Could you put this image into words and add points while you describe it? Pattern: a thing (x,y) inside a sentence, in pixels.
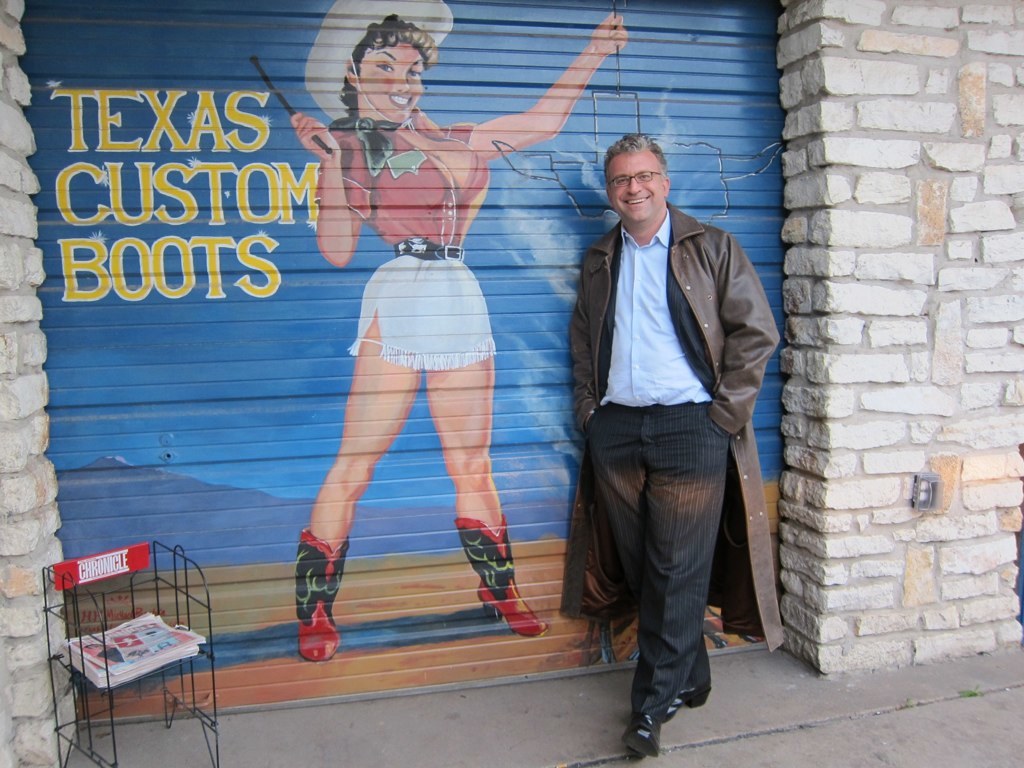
In this image a person (671,367) wearing a jacket (727,279) is standing beside a shutter (363,520) having a painting (373,317) of a woman (460,138) and some text (197,211). Before it there is a stand (102,629) having few papers (123,653) in it which is on the floor (223,750). Right side there is a wall (879,286).
